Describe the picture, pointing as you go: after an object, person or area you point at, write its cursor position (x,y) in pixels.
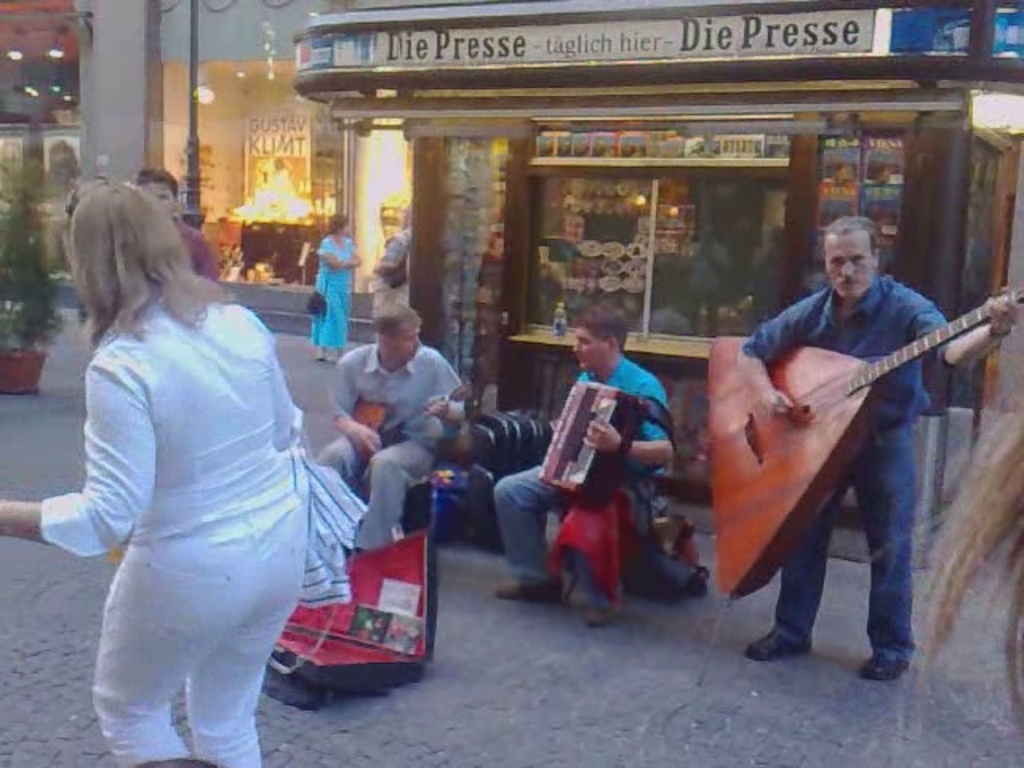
In the picture I can see people (351,418) among them some are standing and some are sitting. The man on the right side (860,397) is holding a musical instrument (842,405) in hands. In the background (421,118) I can see buildings (331,182), plant pots (22,329) and some other objects (303,195).
